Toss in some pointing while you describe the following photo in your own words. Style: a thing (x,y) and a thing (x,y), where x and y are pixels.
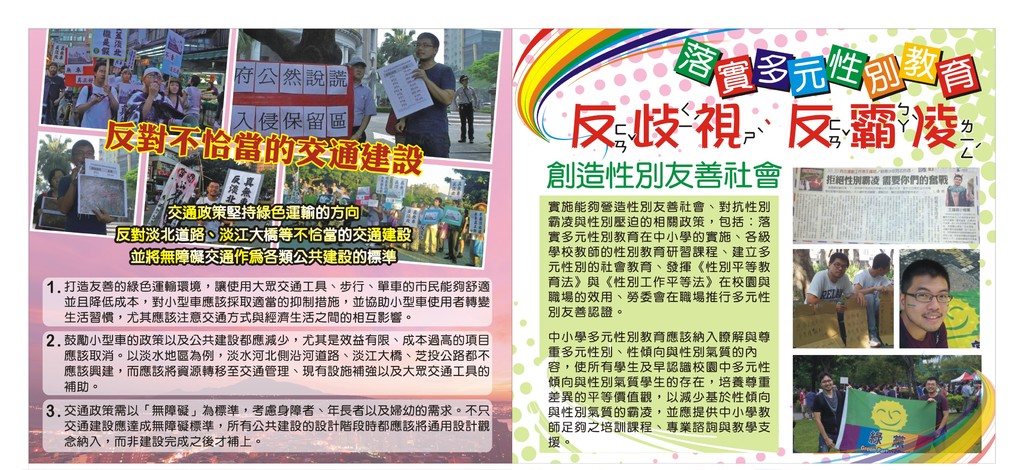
In the picture we can see some people (108,122) are holding a board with some information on it and behind them, we can see some trees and building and we can also see an article (177,349).
